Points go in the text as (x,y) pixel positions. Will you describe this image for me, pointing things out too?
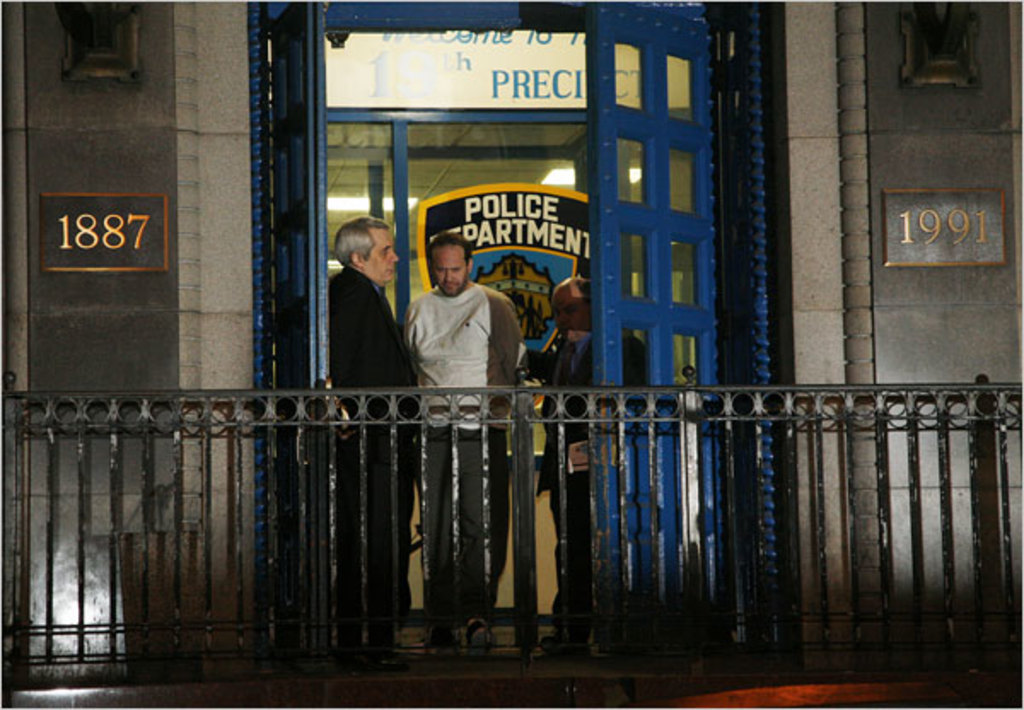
In this picture I can see three persons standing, there are iron grilles (120,548), boards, and in the background (434,186) there is a building (233,215).
